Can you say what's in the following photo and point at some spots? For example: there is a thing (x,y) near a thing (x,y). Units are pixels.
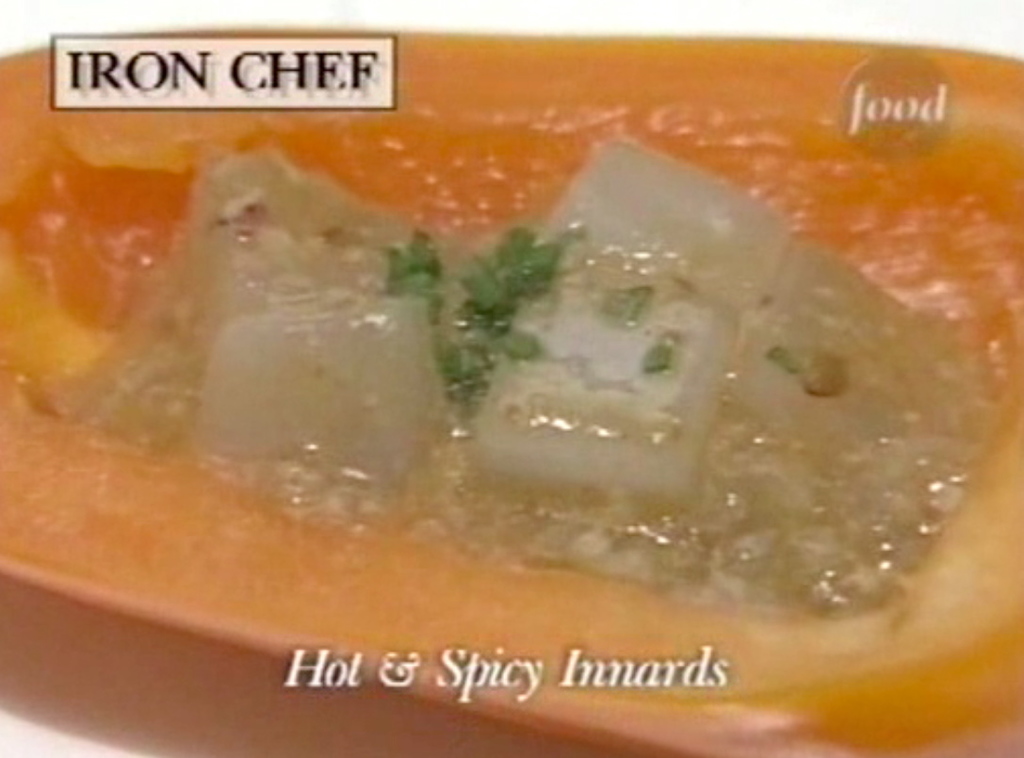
In this image, we can see food (474,319) in the tray (390,557) and there is some text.
